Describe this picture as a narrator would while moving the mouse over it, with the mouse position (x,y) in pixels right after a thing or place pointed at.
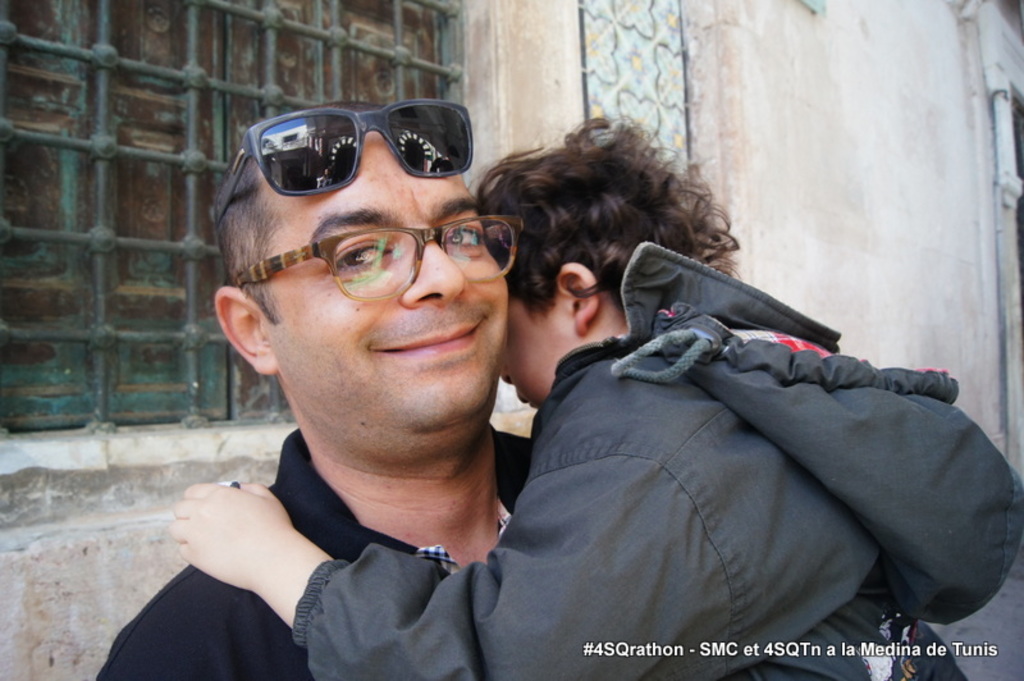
In this image I can see two people (280,566) with black and grey color dress (597,514). I can see one person (405,292) wearing the specs (412,238) and the goggles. In the background (204,163) I can see the window (156,135) to the wall (677,95).
